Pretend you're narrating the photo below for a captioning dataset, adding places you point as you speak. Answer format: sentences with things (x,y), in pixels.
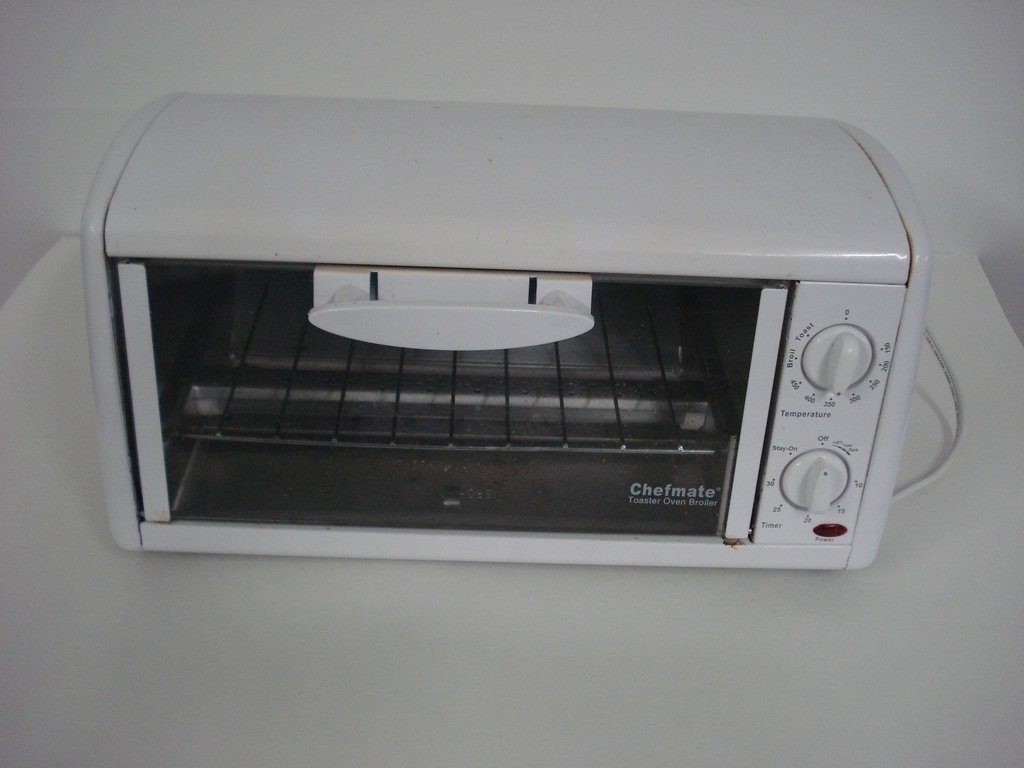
In this image I can see a white colour thing (42,258) and on it I can see a white colour oven (399,319).
